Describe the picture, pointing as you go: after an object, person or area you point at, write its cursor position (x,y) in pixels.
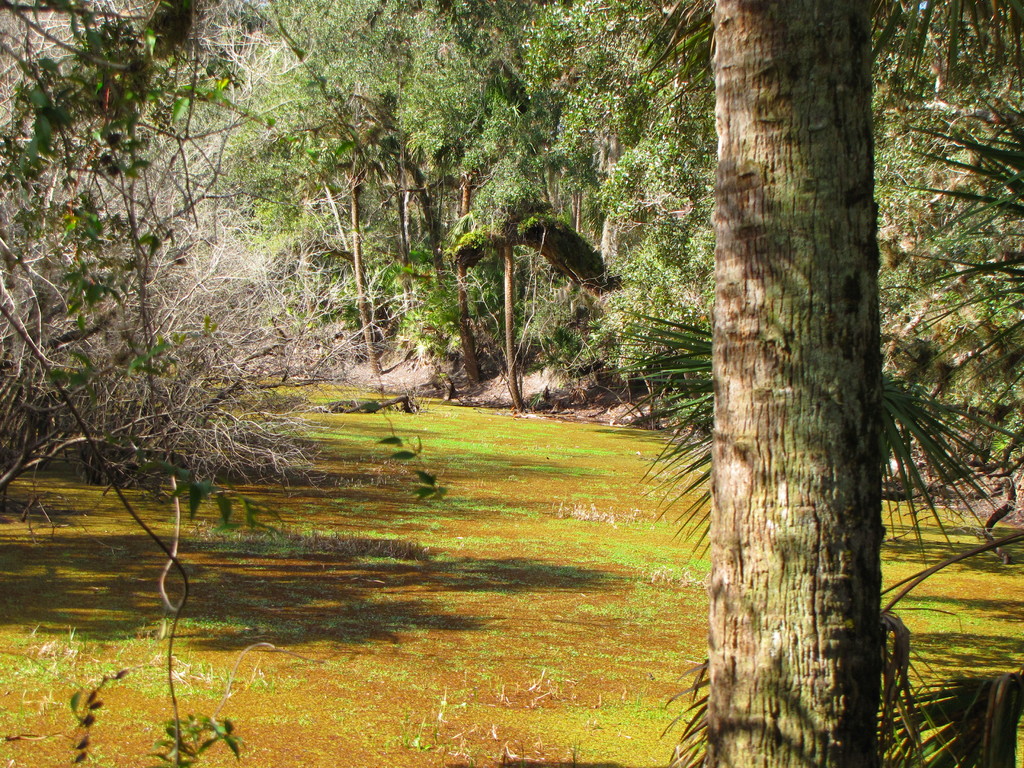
In this picture there is a trunk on the right side of the image (783,398) and there are trees (506,143) around the area of the image.
